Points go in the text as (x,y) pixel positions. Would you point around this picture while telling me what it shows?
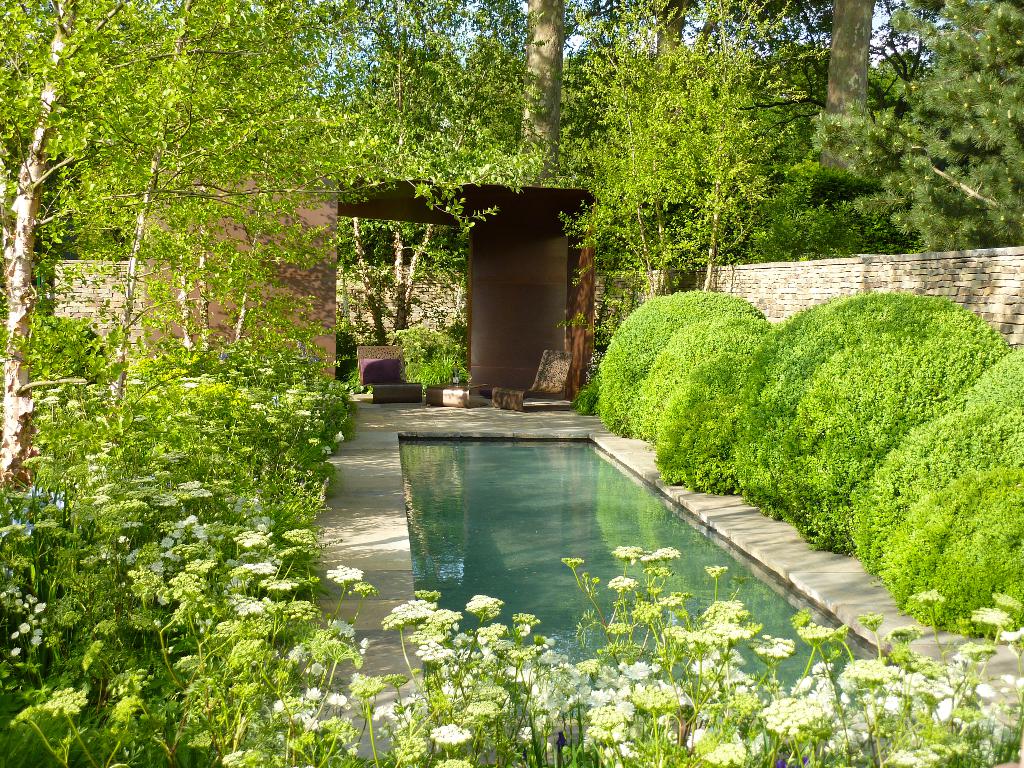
In this image at the bottom (560,608) there are plants (455,672), flowers (499,629), water (529,545). In the middle (483,416) there are trees (397,270), wall (970,296), arch (544,253), floor (370,480), sky (583,43).
